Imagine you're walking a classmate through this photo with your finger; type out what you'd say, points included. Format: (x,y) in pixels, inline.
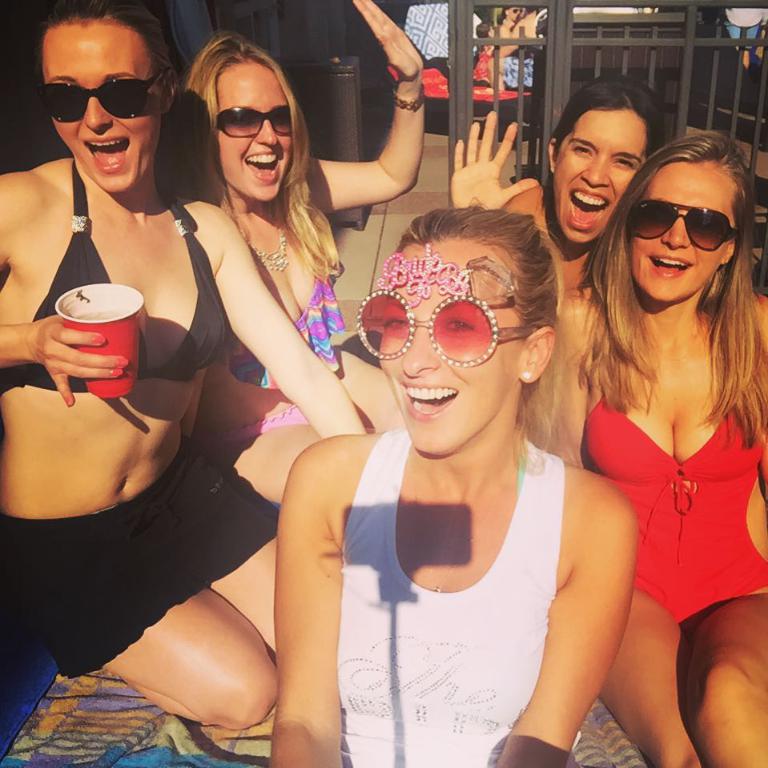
In this image there are persons (389,333) sitting and smiling. In the front (99,407) there is a woman (157,435) kneeling and holding a cup (110,347) in her hand (95,360) and smiling. In the background (561,30) there is a metal fence (565,51) and behind the fence (521,80) there are persons (504,48) and there are objects (447,61).
